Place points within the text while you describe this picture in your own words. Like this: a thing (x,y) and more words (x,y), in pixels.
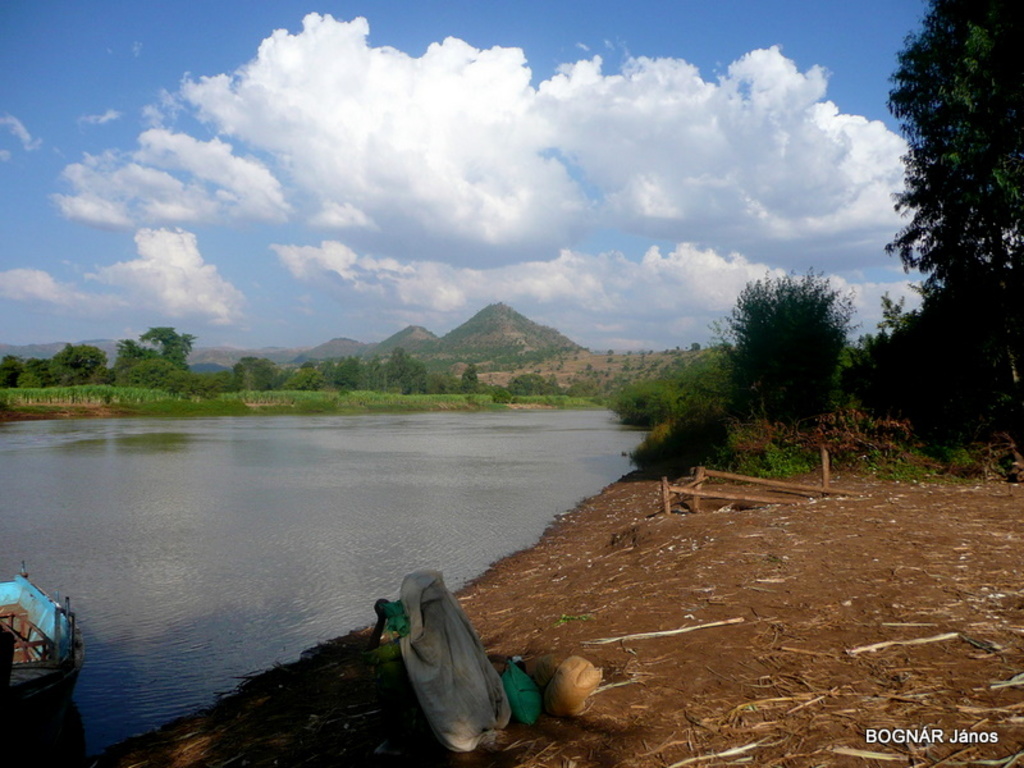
In this image there is water (240,421) in the middle (362,451). At the top (184,129) there is the sky (171,129). In the background (264,354) there are hills (545,361) and trees (694,398). On the right side (753,605) there is a ground (658,641) on which there is a person (468,689) sitting on it. In the water (131,597) there is a boat (39,609). On the ground (873,690) there is sand (850,660) and small wooden sticks (776,697).
